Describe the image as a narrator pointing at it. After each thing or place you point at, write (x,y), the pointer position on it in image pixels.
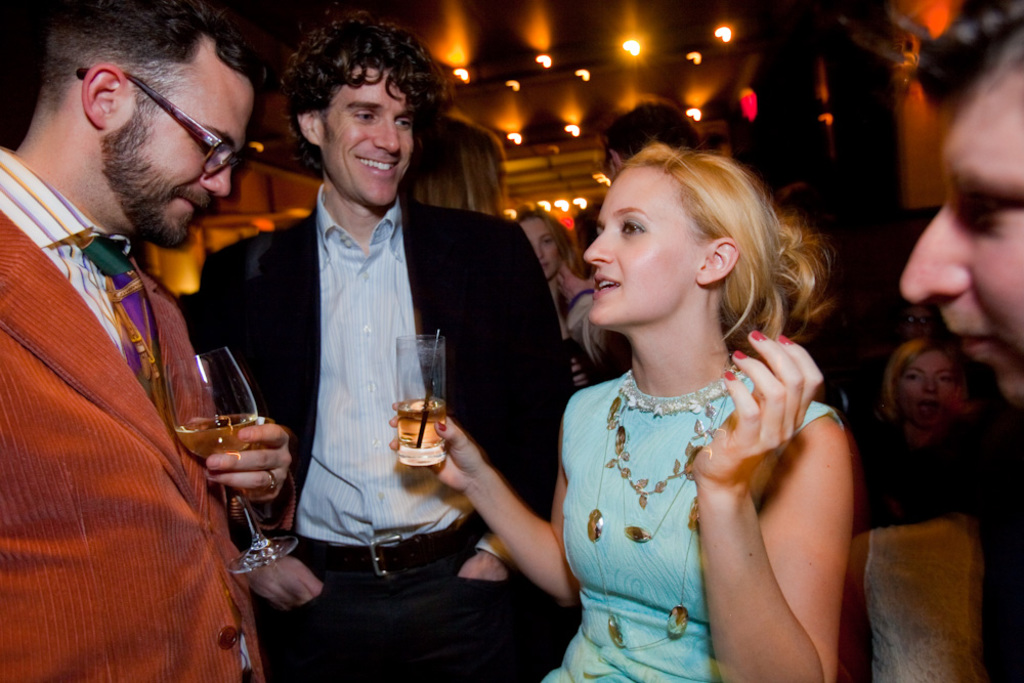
In this image I can see 3 men (962,159) and a woman (733,261) in front (37,331) and I see that the man (166,423) on the left (62,313) and the women (712,451) are holding glasses (207,441) and I can see that the man (258,241) in the middle (387,379) is smiling. In the background (462,154) I can see few people (676,132) and I can see the lights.
